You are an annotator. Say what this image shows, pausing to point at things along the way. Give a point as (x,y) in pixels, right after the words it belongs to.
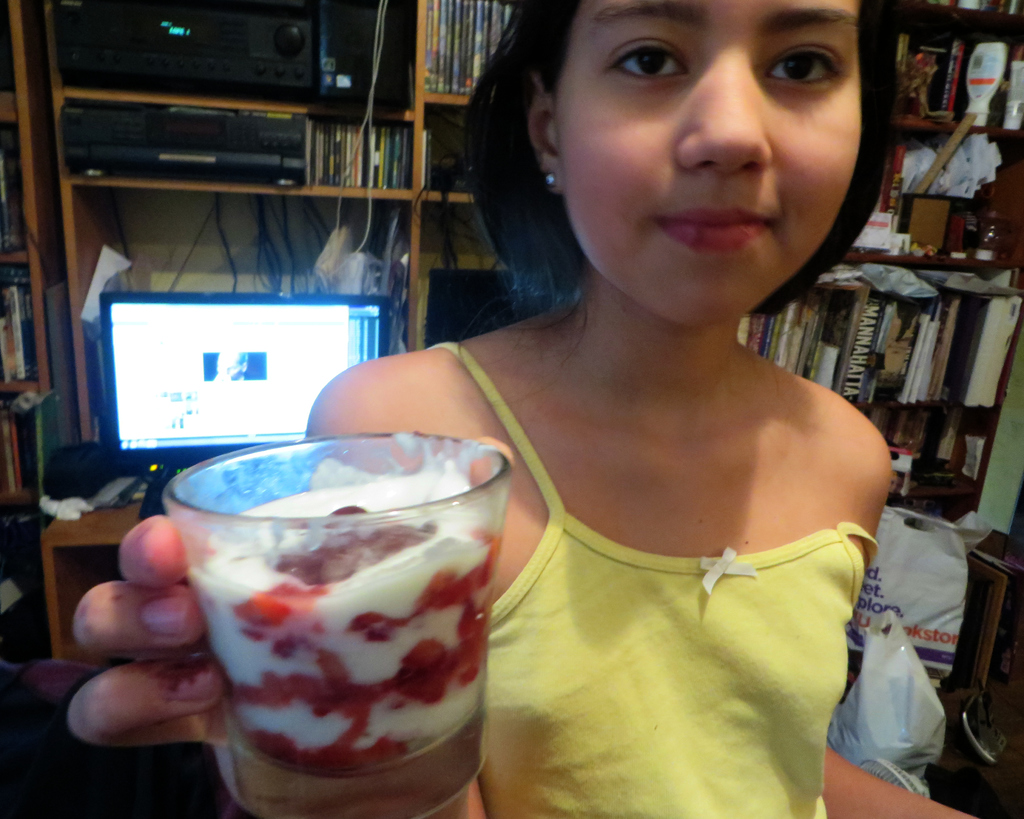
In this image we can see a girl (817,35) holding a glass (412,533) with food (360,577). In the background (194,302) we can see a monitor (265,407), table (114,558), devices (326,55), racks (10,2), books (930,108), and plastic covers (948,608).
